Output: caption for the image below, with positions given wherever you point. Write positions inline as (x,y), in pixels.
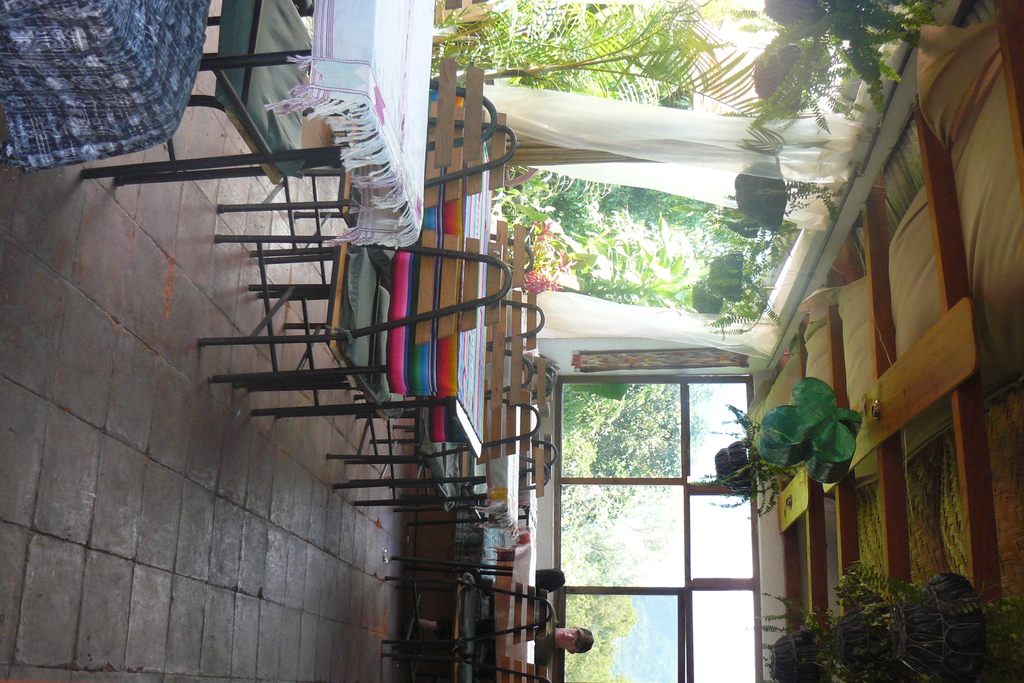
In this image there are tables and chairs (418,511). At the bottom of the image (320,569) there is a floor (219,593). On the right side of the image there is a person (549,639) sitting on the chair (540,613). In the background of the image (572,605) there are windows (653,582) through which we can see trees (647,422). On the left side of the image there are curtains (827,163). In the background of the image (638,291) there are plants (1018,650).
